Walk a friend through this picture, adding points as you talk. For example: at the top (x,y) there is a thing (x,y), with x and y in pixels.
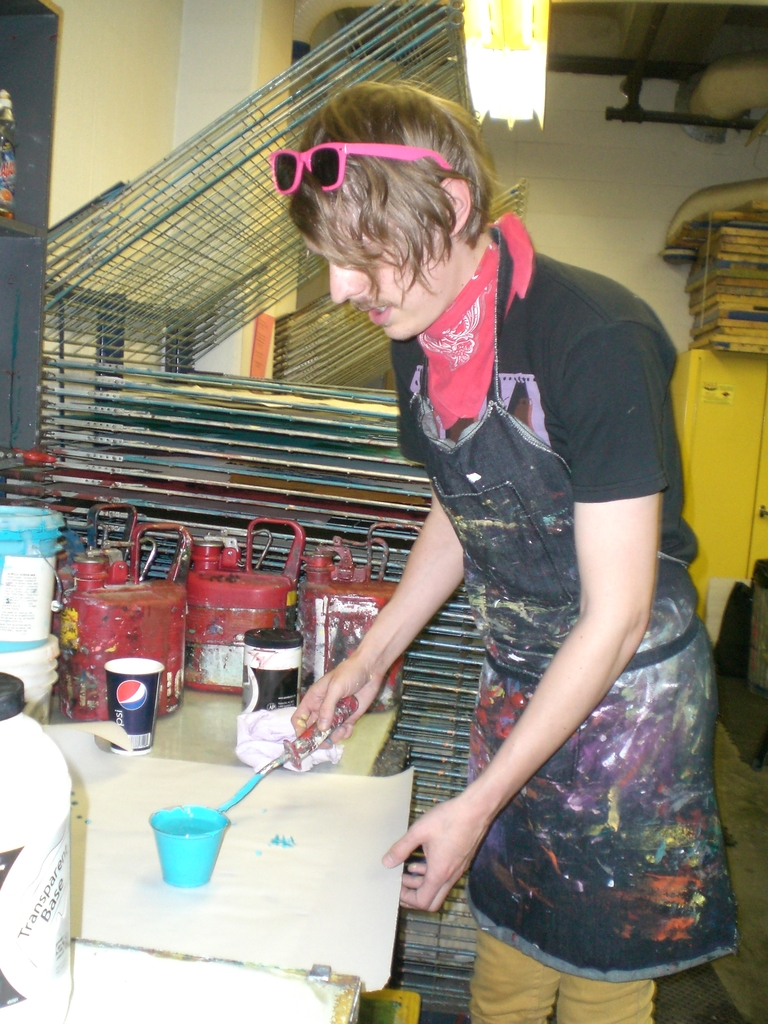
In this picture we can see a man (504,682) is holding a paper (366,878) and a stick (346,699) in his hands (313,723), in front of him we can see cups (183,849) and couple of cans (142,583) on the table (228,767).
